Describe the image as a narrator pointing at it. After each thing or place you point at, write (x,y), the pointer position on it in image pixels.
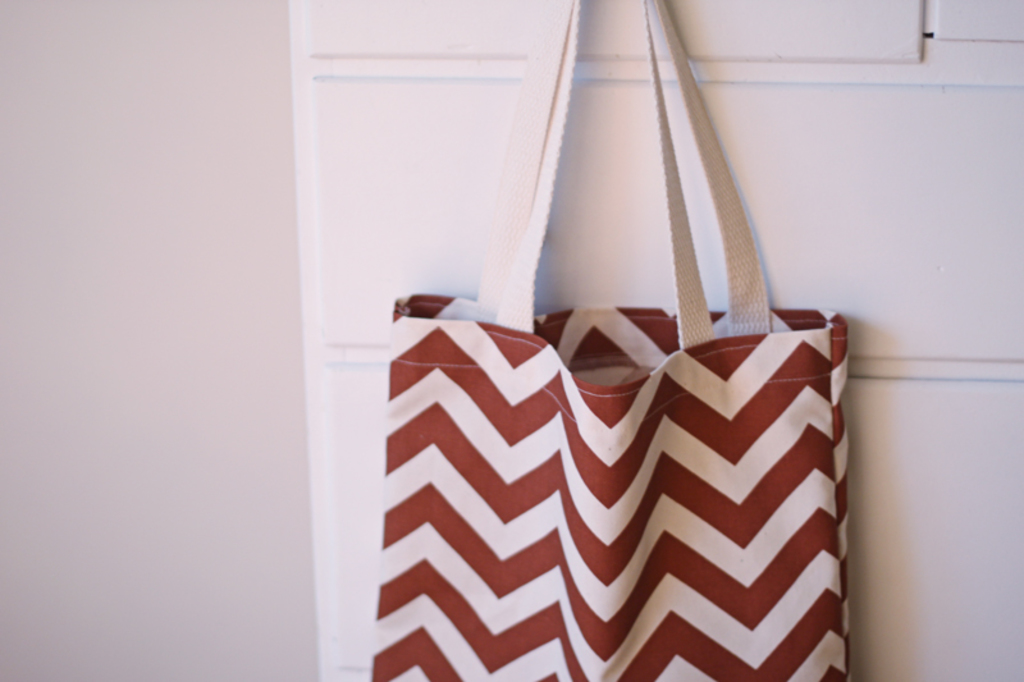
The red and white color bag (585,415) hang to the wall (711,44).
